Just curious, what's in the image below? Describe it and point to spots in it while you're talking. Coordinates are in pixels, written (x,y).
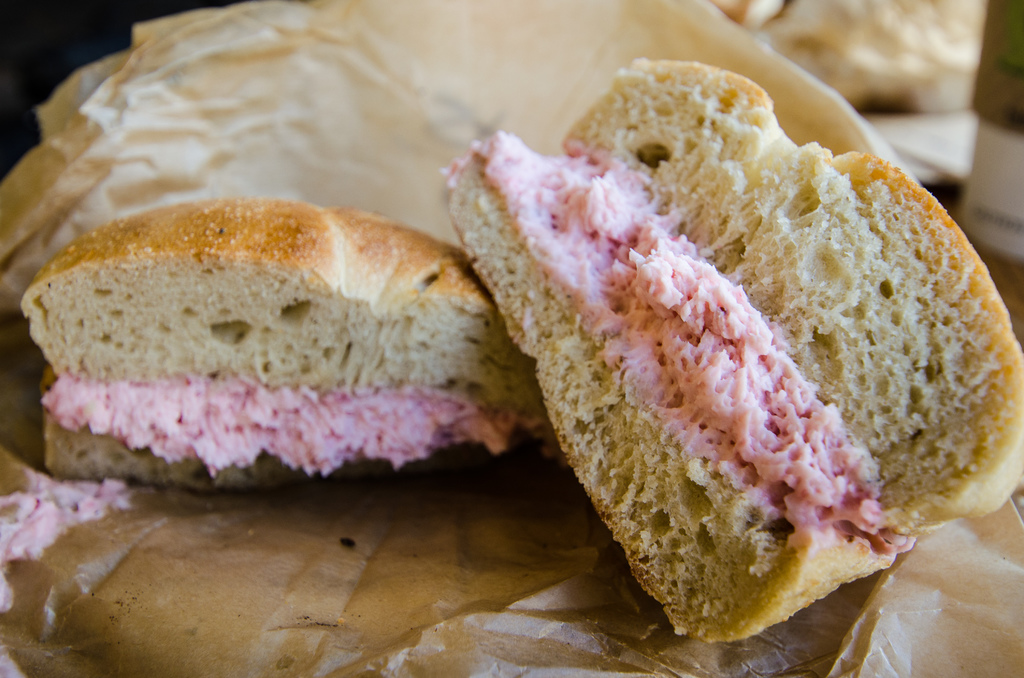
In this image, we can see sandwich bites (488,375).
